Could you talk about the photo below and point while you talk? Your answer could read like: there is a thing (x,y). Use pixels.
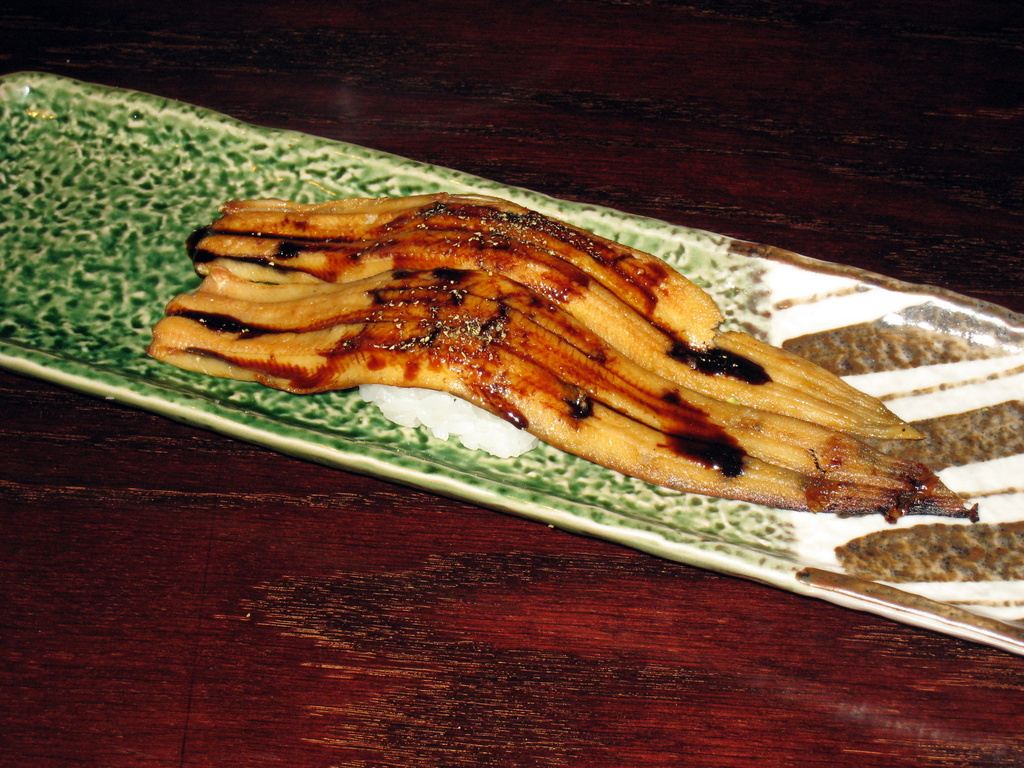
In this image I can see a saucer (133,297) which consists of some food item (435,378). This saucer (592,479) is placed on a table (305,588).
